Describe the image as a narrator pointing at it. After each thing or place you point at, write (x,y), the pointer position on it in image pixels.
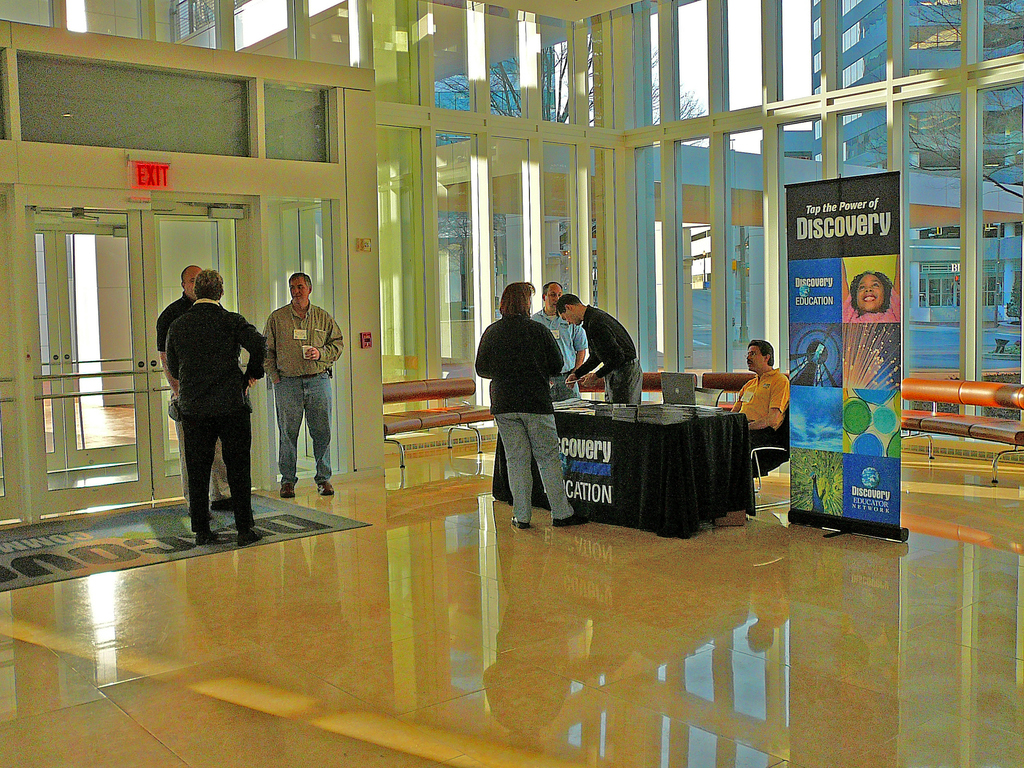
In the picture there are many people (196,444) present, there is a table (563,477), on the table (707,515) there many items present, there are glass door (926,145), through the doors (1004,135) we can trees (952,23) and buildings (847,5).
